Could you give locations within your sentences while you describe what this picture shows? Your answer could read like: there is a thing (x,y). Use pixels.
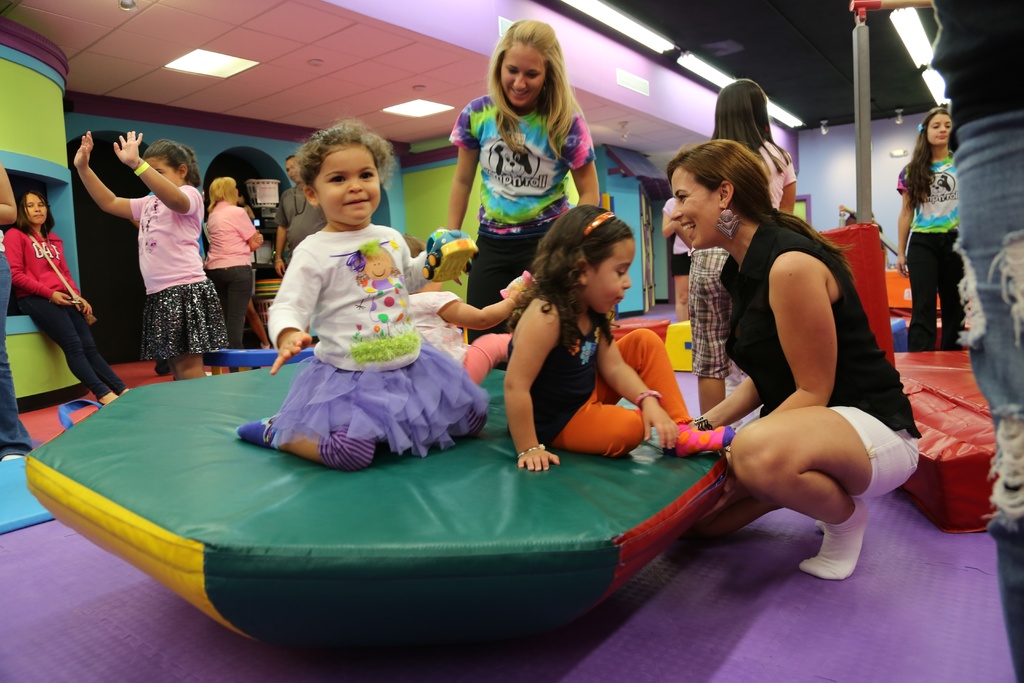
In this picture I can see women (968,200) and kids (306,240). In the front of the image (372,265) I can see two kids (581,279) are sitting on an object (384,503). In the background (430,177) I can see wall (416,186) and some other objects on the ground (309,662). On the right side (843,202) I can see lights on the ceiling (386,96), wall (853,173) and a pole (866,218).
